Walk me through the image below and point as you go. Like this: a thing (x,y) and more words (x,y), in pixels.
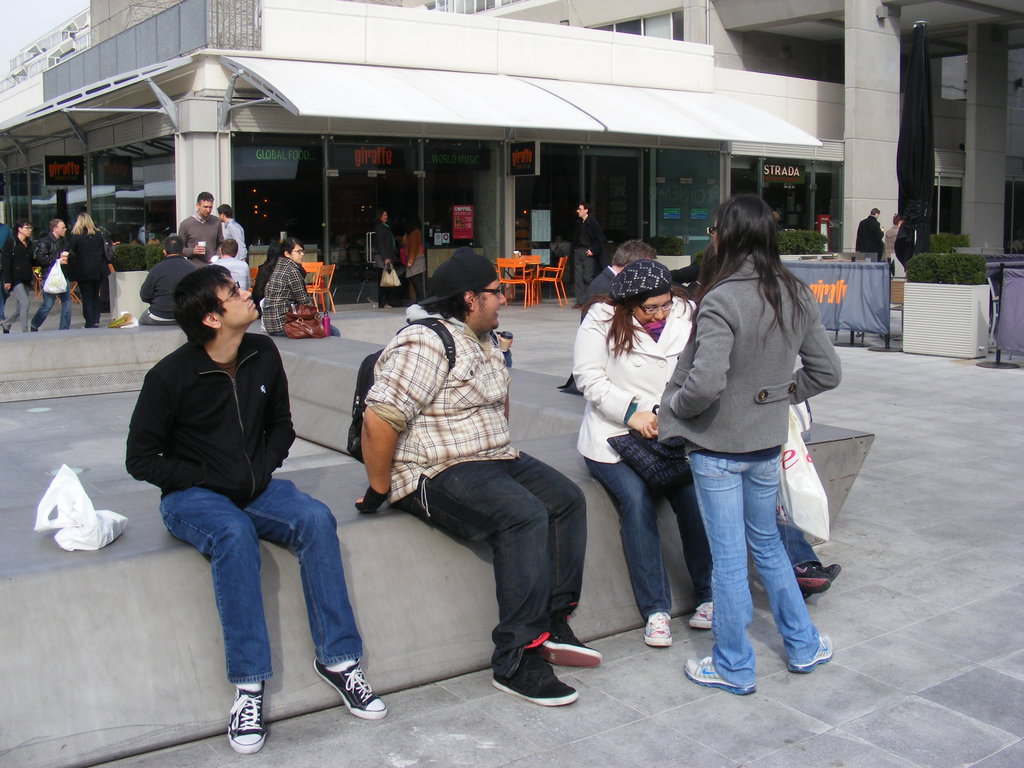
In the image on the wall (284,340) there are few people (421,357) sitting and few of them (690,382) are standing. In the background (211,146) there are stores (256,182) with glass doors (295,200), roof (405,78) and in front of the stores (509,251) there are chairs (317,284). On the right side of the image (989,47) there are pillars (980,137) and also there is a plant (968,265).
